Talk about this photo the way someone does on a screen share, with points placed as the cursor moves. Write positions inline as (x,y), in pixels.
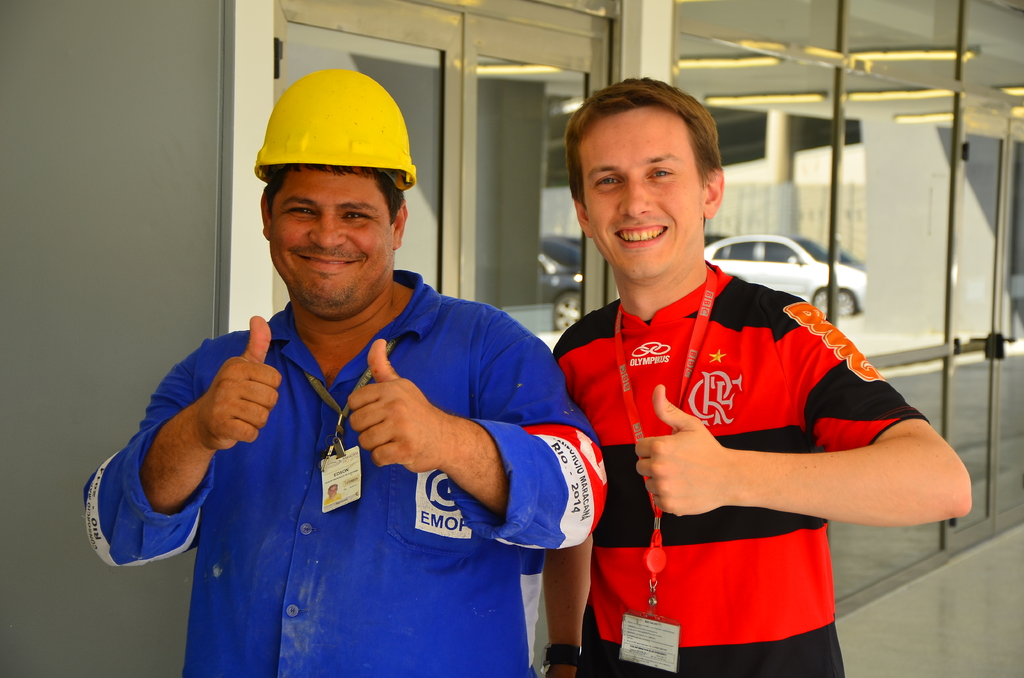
In this image we can see there are two people (616,429) standing and at the back (573,43) we can see there are glasses (848,265) and door (511,187). Through the glass (773,223) we can see vehicles (767,257) parked on the ground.
